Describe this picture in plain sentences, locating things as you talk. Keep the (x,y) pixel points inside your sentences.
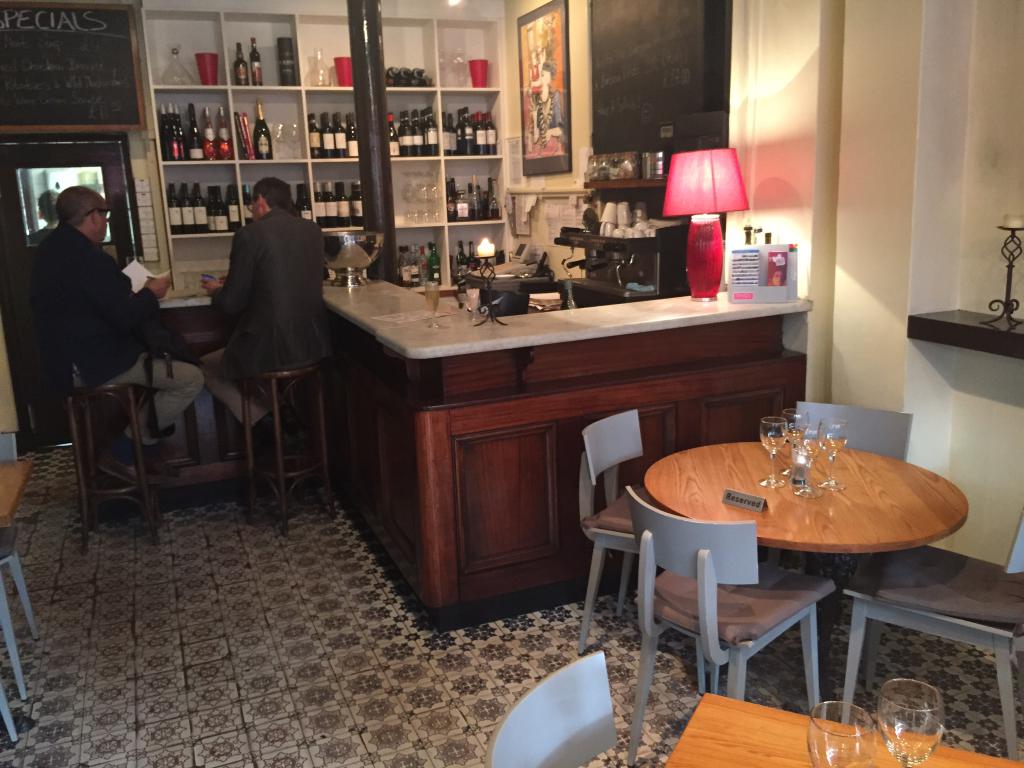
In this image I can see two persons (244,264) sitting and I can also see few bottles (304,206) in the racks (251,15). In the background (553,78) I can see the frame (556,76) attached to the wall (573,67) and the wall (581,83) is in cream color. In front (878,488) I can see few glasses (841,448) on the table (854,549) and I can also see few chairs (684,531) in gray color.
